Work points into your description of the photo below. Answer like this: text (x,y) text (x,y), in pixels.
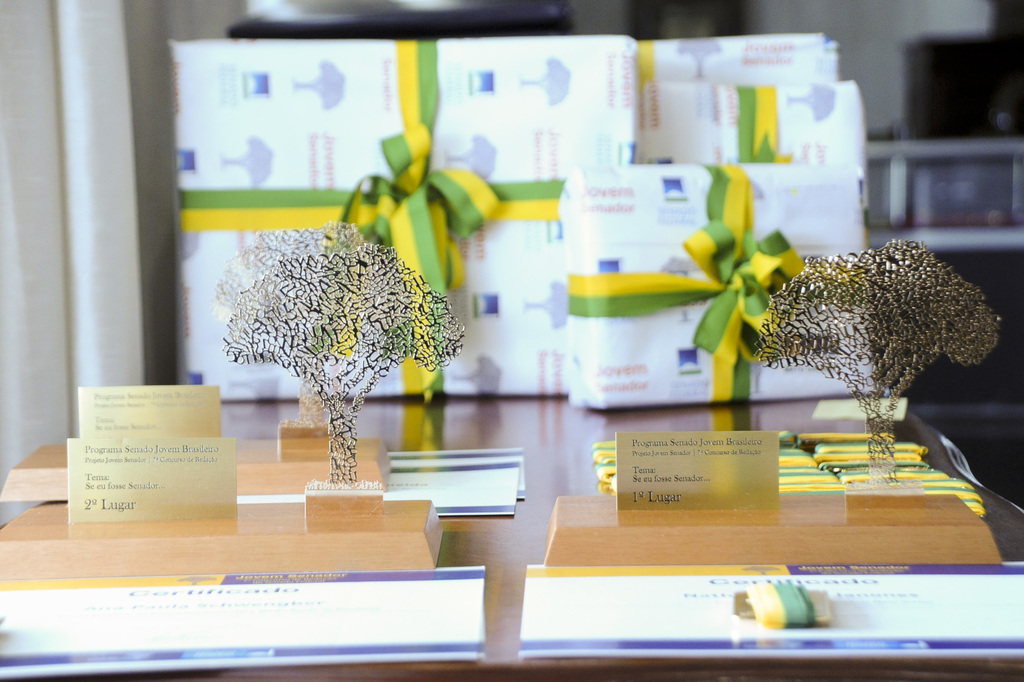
In the image there are small metal trees (845,344) on a wooden stand (673,534) with cards (557,625) in front of it on a table (550,462) and behind there are presents (554,172).
